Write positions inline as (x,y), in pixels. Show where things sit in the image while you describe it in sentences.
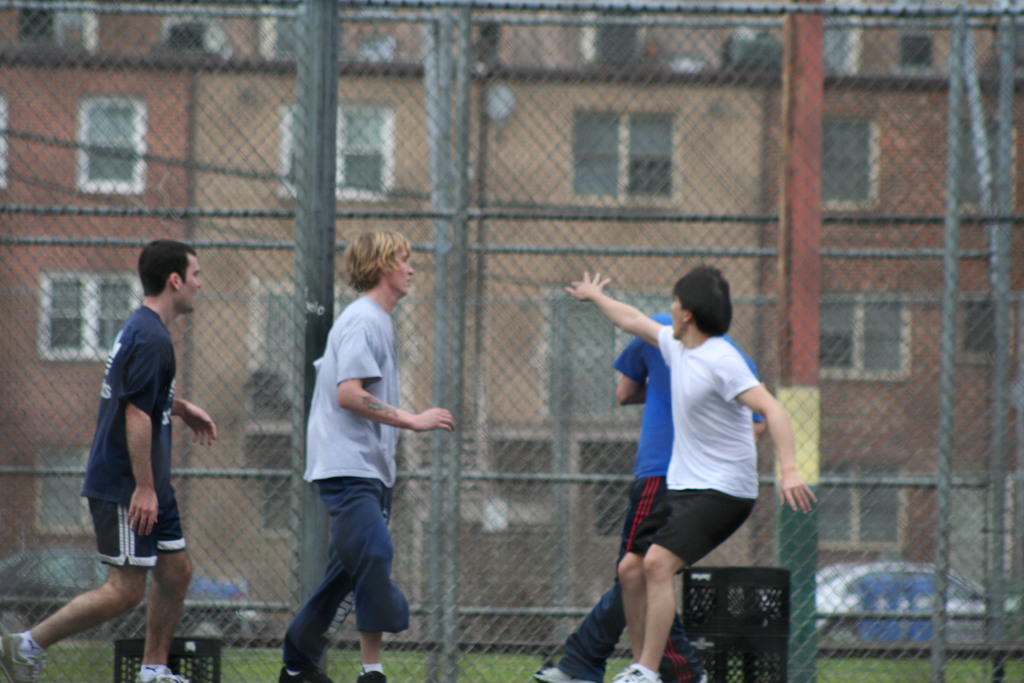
In this picture I can see 4 men (330,435) in front (698,430) and I see 2 black color cans (189,664) behind them. In the background (197,366) I can see the fencing (701,177) and I see number of buildings (936,89) and few cars (882,568).
